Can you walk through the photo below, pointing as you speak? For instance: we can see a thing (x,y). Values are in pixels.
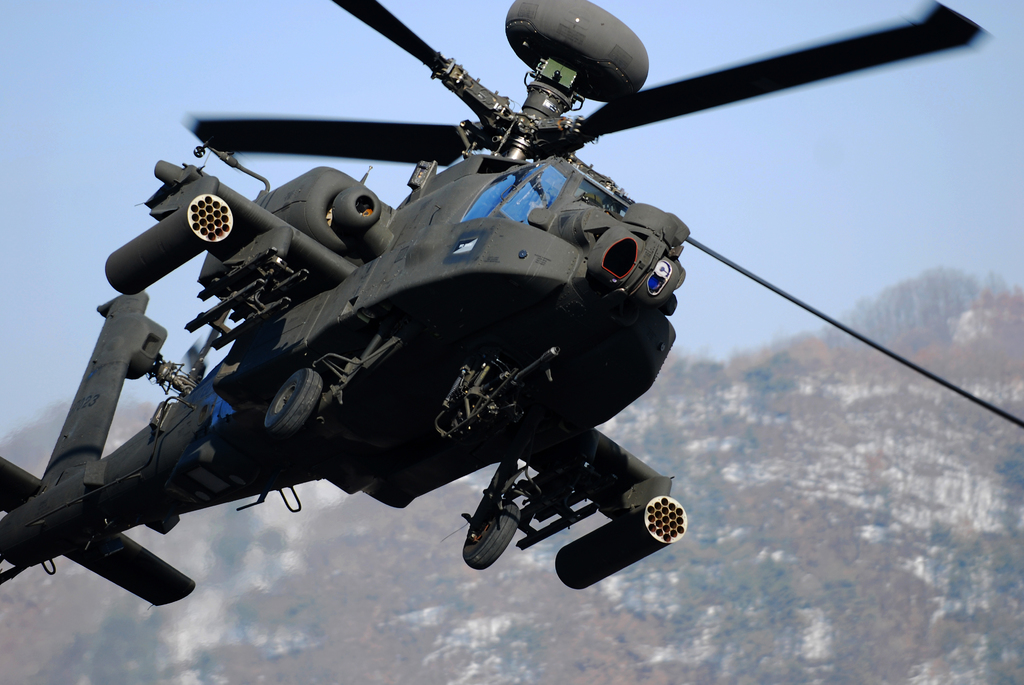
In this picture we can see a helicopter (130,298) in the air (705,175) and in the background (286,542) we can see trees (856,356), mountains (829,338) and the sky (262,105).
